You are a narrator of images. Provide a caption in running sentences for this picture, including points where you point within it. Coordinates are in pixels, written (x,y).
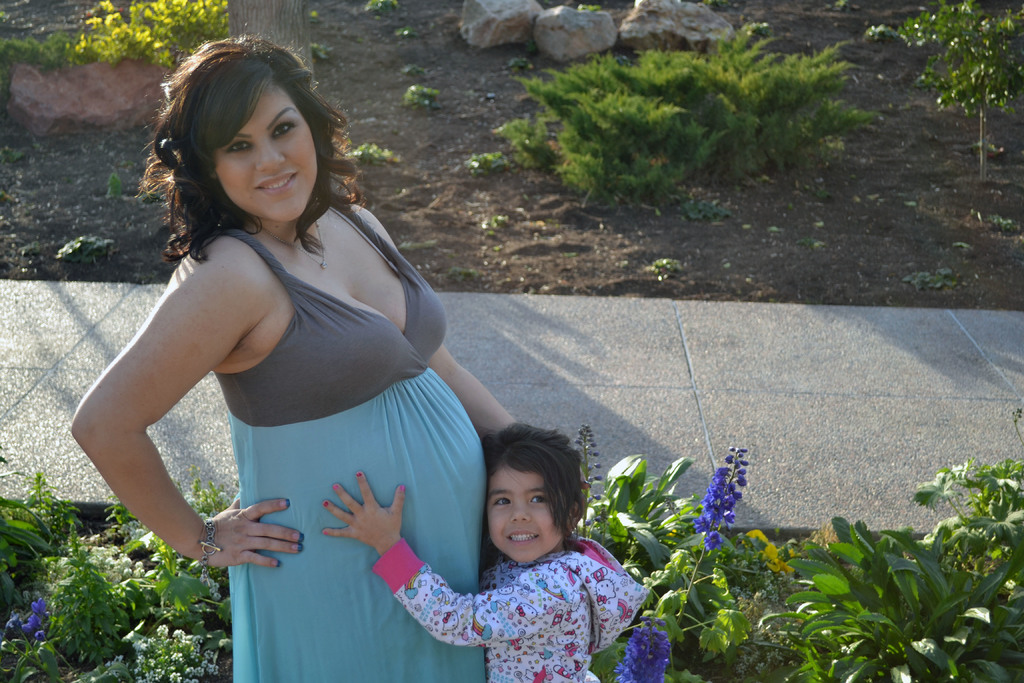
In this picture there is a woman (343,383) standing and smiling and there is a girl (521,670) standing. At the back (715,14) there are plants (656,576) and rocks (698,8) and there is a pavement (926,434) and there is mud (434,229). In the foreground (52,659) there are violet flowers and white flowers (160,644) on the plants (91,652).
